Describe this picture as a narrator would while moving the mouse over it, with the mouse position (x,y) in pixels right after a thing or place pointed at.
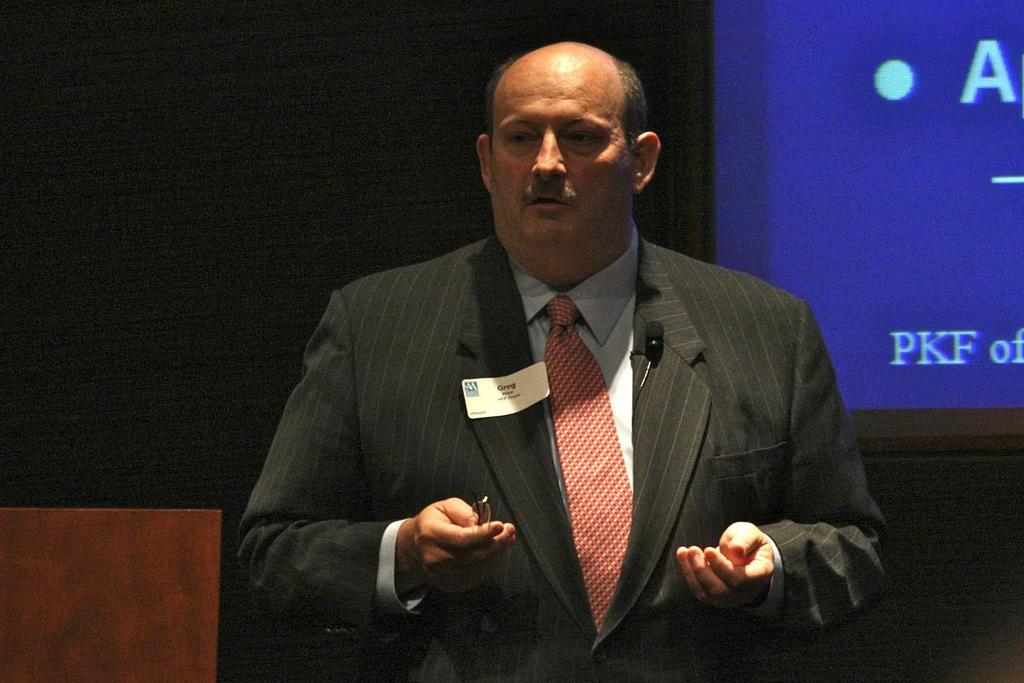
In this image I can see a man (413,497) in the front (612,413) and I can see he is wearing formal dress (543,450). I can also see he is holding a specs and on the left side of his chest (444,410), I can see a white colour paper (512,381). I can also see something is written on this paper (512,376). On the bottom left corner of this image (17,657) I can see a brown colour thing (54,519) and on the right side (971,6) I can see a screen (940,357). I can also see something is written on the screen (923,239).
